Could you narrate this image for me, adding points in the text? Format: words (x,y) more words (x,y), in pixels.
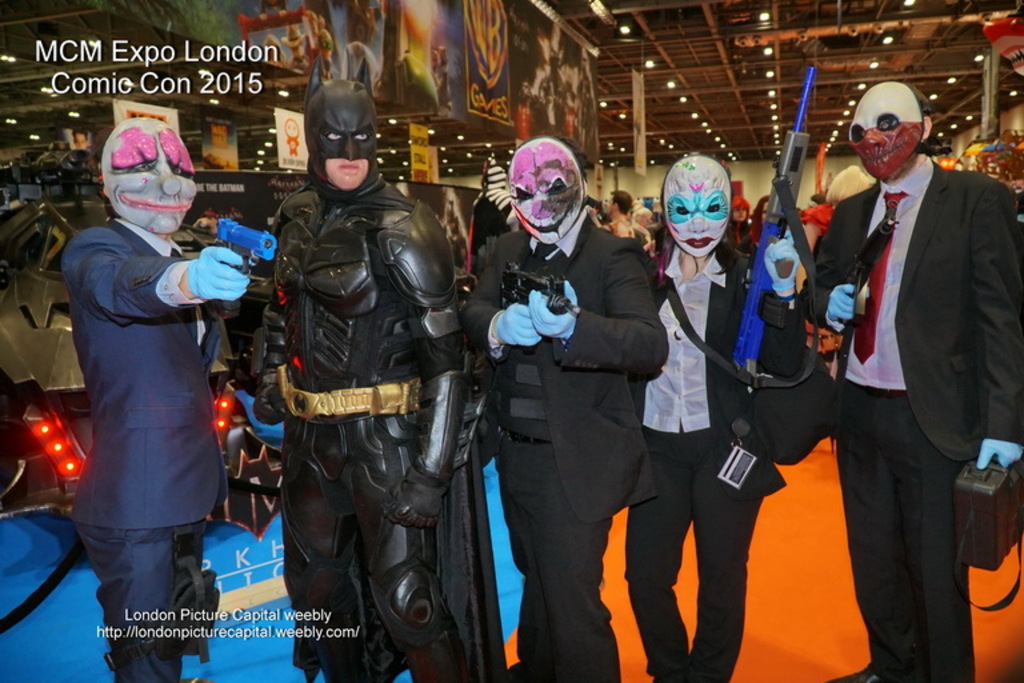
In the picture there are five people (422,272) standing in a line, they are wearing different costumes (505,317) with the mask (692,244), behind there are many people (809,206) present, there are banners (417,170) present, there are lights (600,161) present on the roof (688,5).
